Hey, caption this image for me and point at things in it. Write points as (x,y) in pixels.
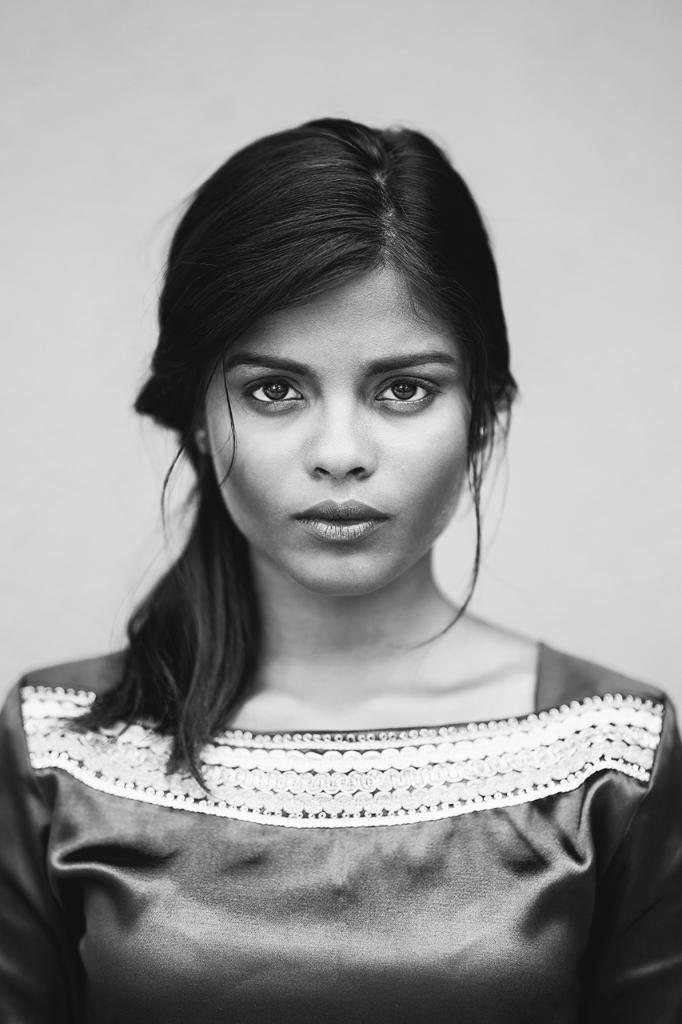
It is a black and white picture. In the center of the image (374,622) we can see one woman (282,806) standing. In the background (491,38) there is a wall (491,38).
